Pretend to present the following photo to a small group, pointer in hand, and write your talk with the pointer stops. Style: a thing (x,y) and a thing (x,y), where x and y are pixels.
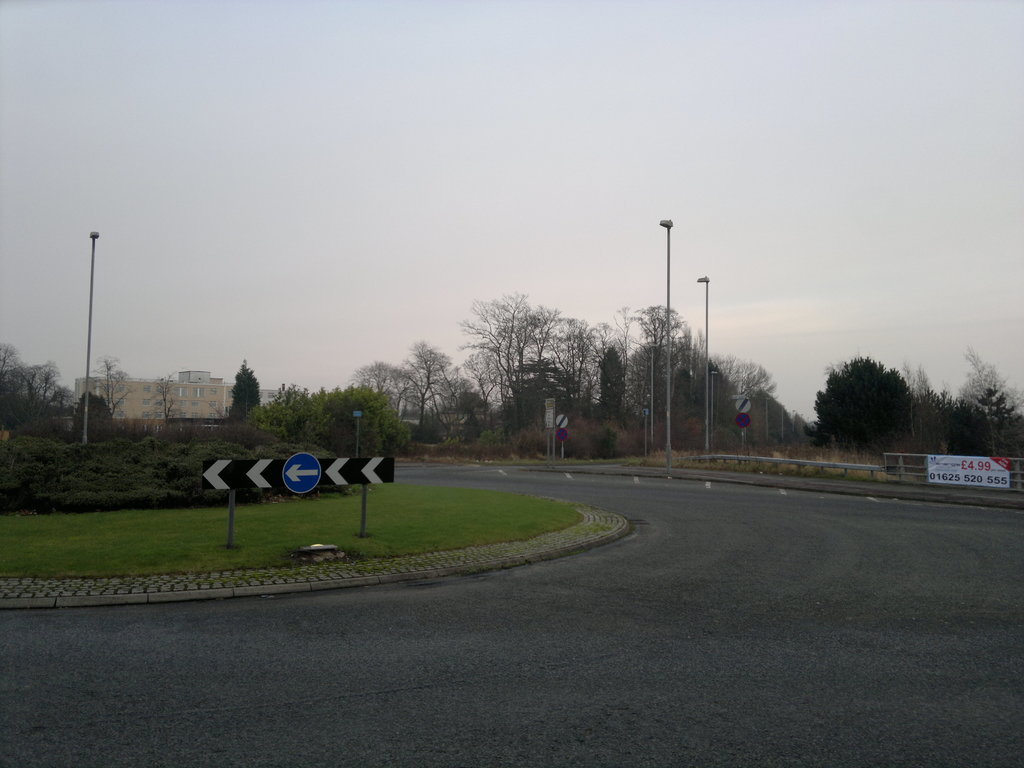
In this image I can see few trees (608,414), poles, signboards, building (187,409) and the banner (1005,485). The sky (466,212) is in blue and white color.
